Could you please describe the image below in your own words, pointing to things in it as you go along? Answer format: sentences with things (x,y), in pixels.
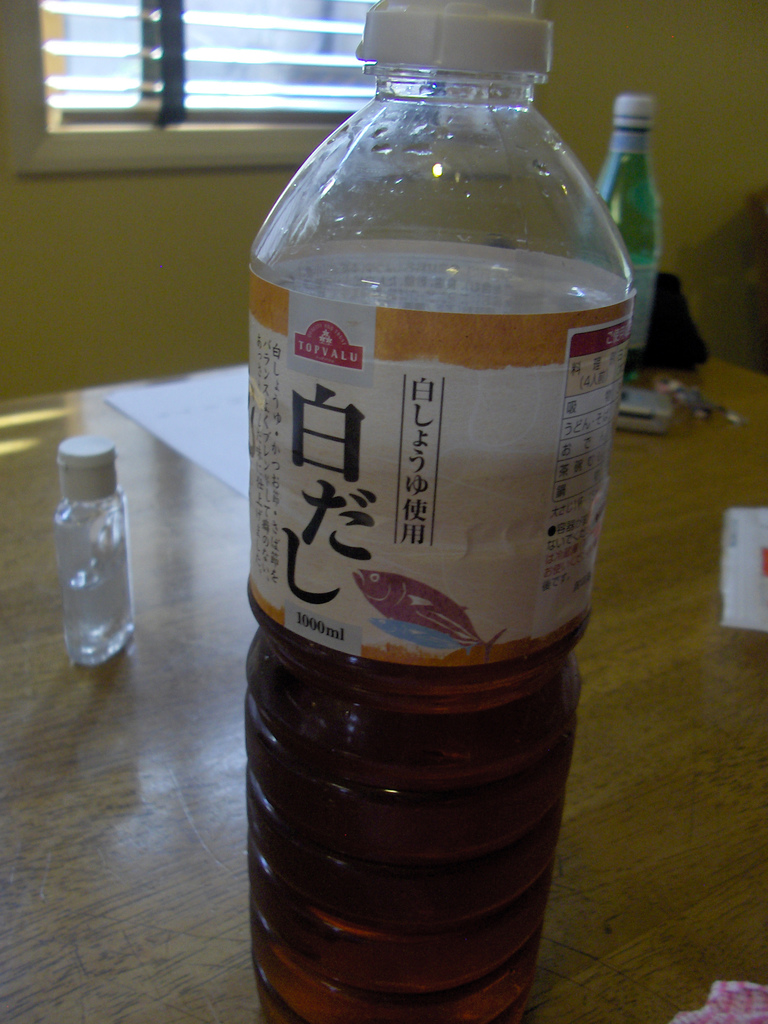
Here in this picture there is a table (663,570). On that table (653,704) there are three bottles (93,529). The front bottle (402,524) it has a paper (485,508) on it. On that paper (393,605) we can see a fish (388,608) and a 1000 ml (308,624) on it. And there is a liquid (377,812) in that bottle (406,821). To the right corner (632,220) there is green color bottle (628,210). To the left corner (106,530) there is a white color bottle (99,538). And behind that bottle (96,472) there is a wall (81,242) with the window (212,101).
